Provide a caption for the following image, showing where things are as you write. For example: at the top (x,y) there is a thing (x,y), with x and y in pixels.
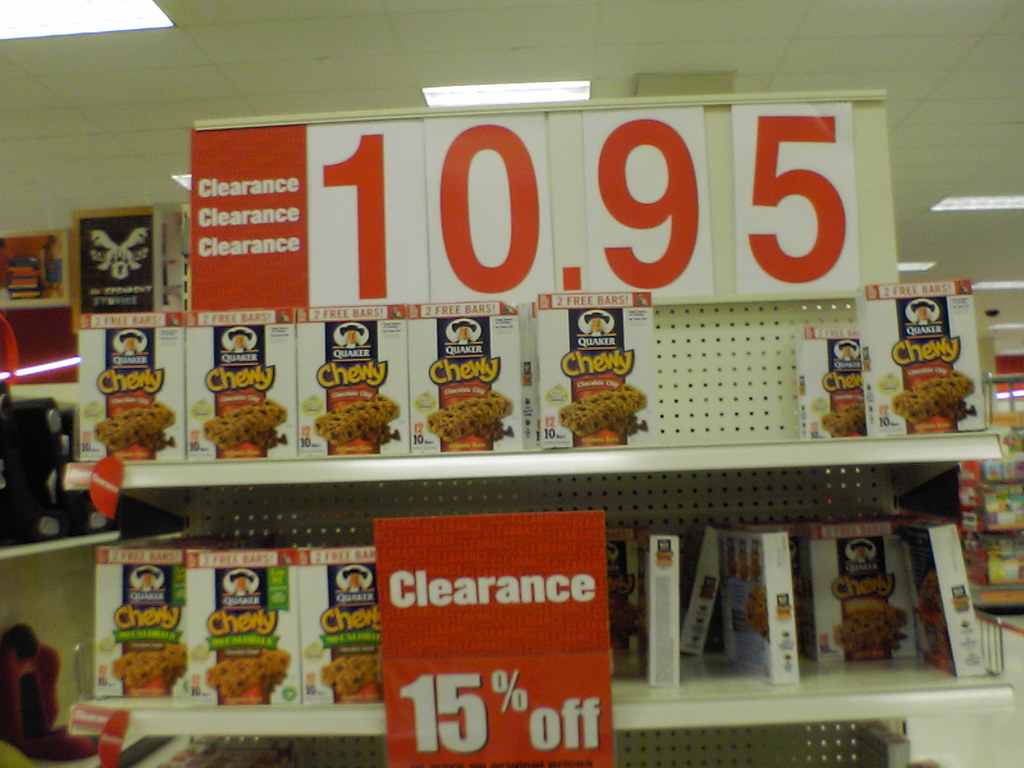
In this image there is a rack (238,712) and we can see cartons (398,315) placed in the rack (683,672). We can see boards (548,192). At the top (51,4) there are lights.
